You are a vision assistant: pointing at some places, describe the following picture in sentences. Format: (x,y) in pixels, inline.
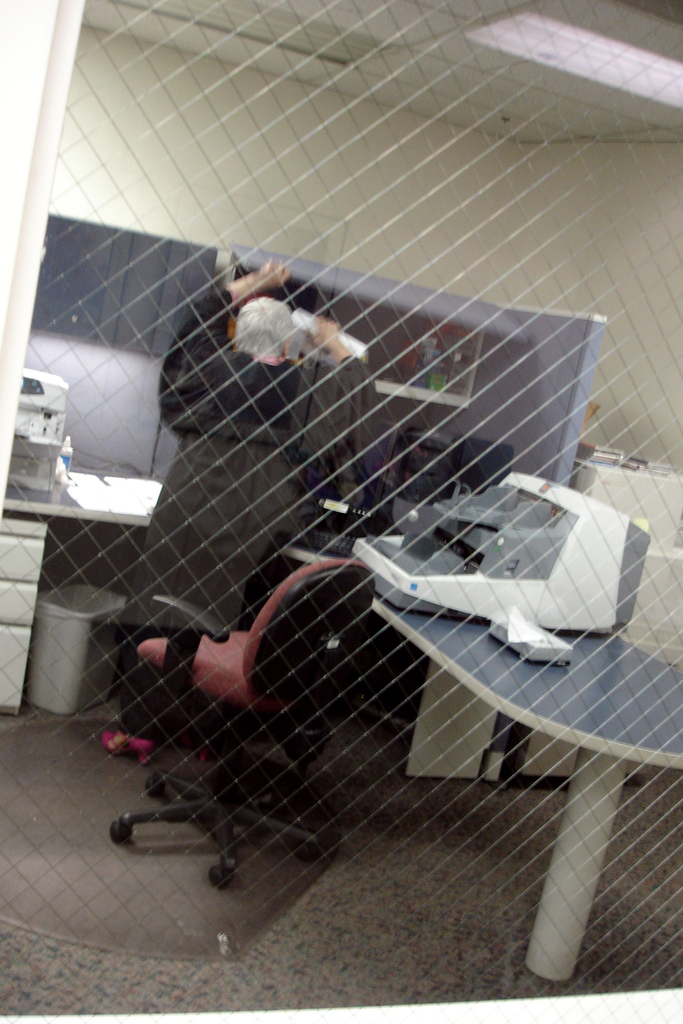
This image is taken inside the office room (335,726). Where the woman (247,473) is standing in the center (267,454) and doing some work in the shelves (420,376). In the back of the woman (277,420) there is a table (559,668) and machine (486,554) one empty chair (267,633).
